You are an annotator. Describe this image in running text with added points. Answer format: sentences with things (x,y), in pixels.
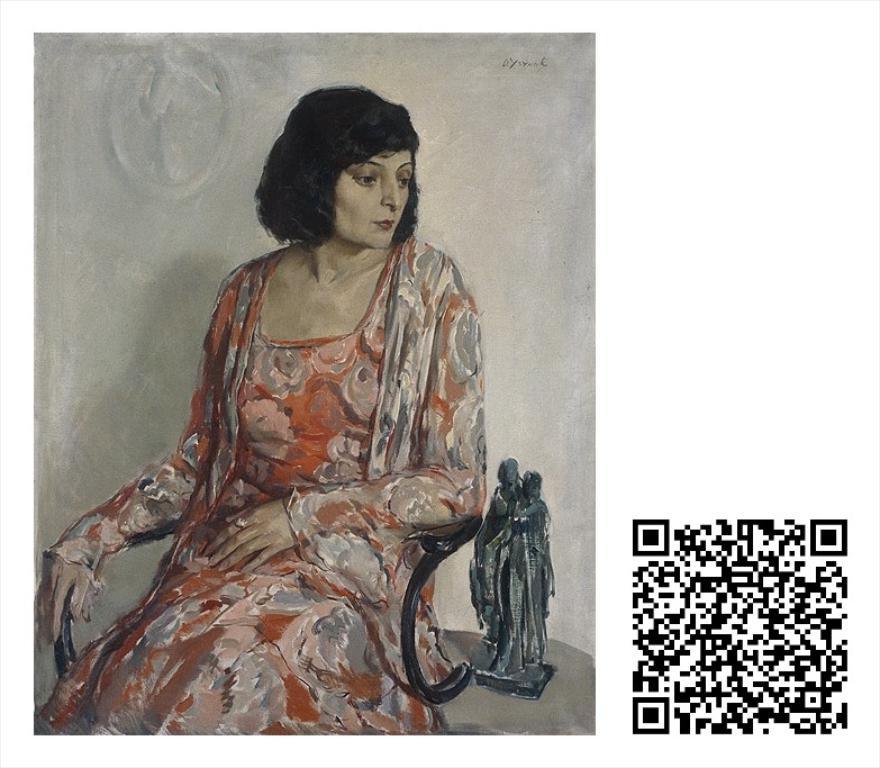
In this image I can see the painting (316,506) of the person (299,538) sitting on the chair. To side of the person (377,665) I can see the statues (485,583) and there is an ash color background (512,246). To the right (722,537) I can see the barcode (709,611).
